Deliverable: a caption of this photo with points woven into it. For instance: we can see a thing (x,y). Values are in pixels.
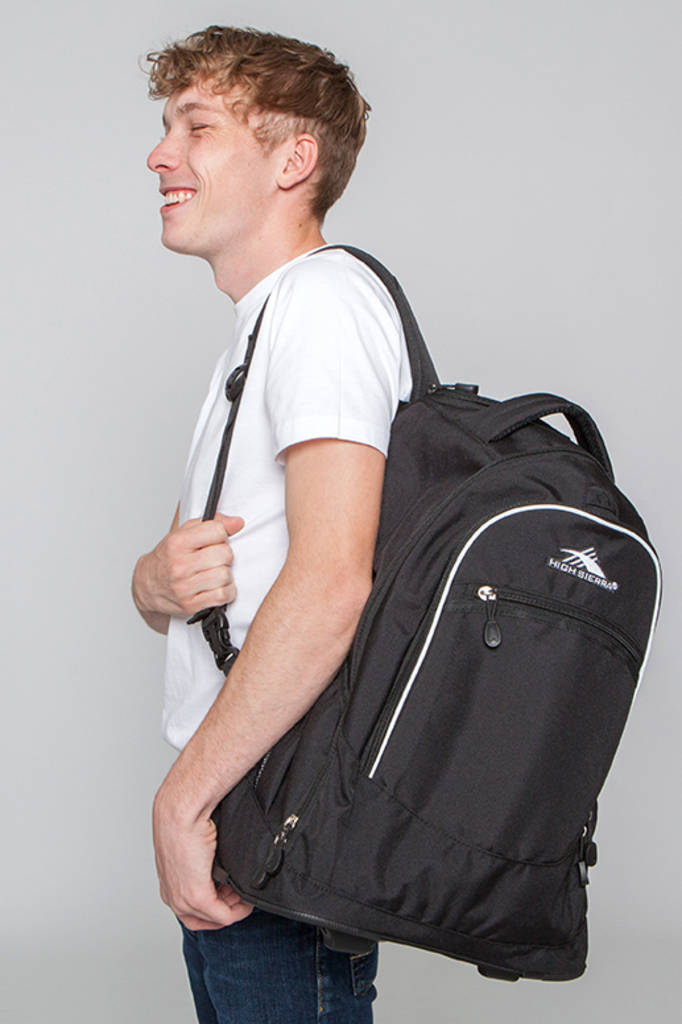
He is standing. His wearing a bag (224,469) and his smiling.
